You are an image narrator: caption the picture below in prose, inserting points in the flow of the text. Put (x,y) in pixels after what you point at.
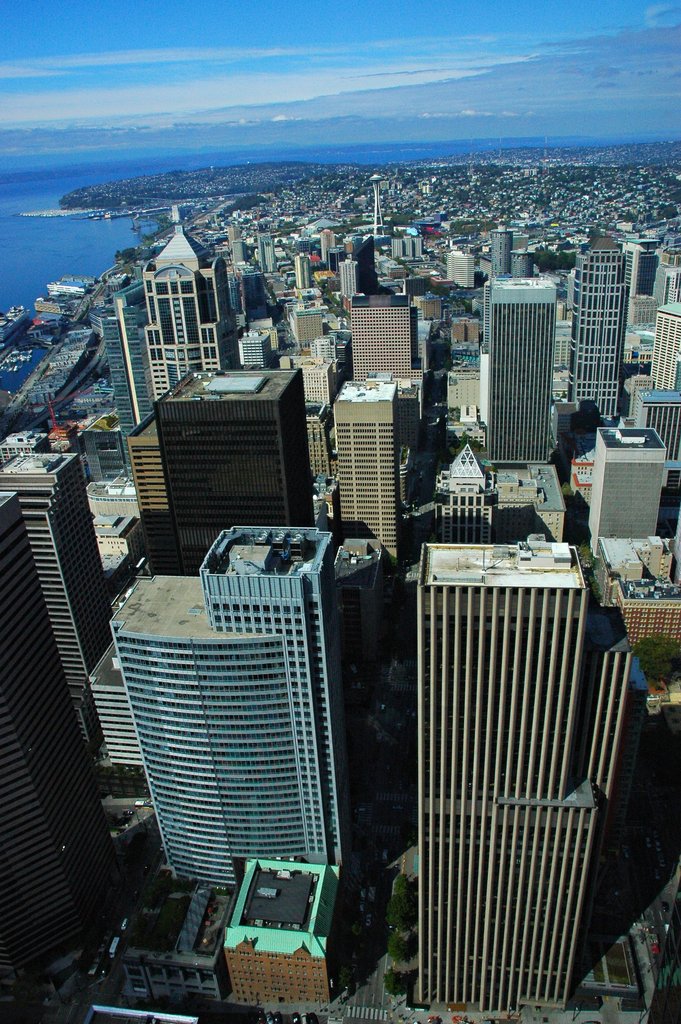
This image is an aerial view. In the center of the image (232,648) there are many buildings (418,431). On the left (58,272) there is a sea (56,246). At the top (151,56) we can see sky (408,140).
